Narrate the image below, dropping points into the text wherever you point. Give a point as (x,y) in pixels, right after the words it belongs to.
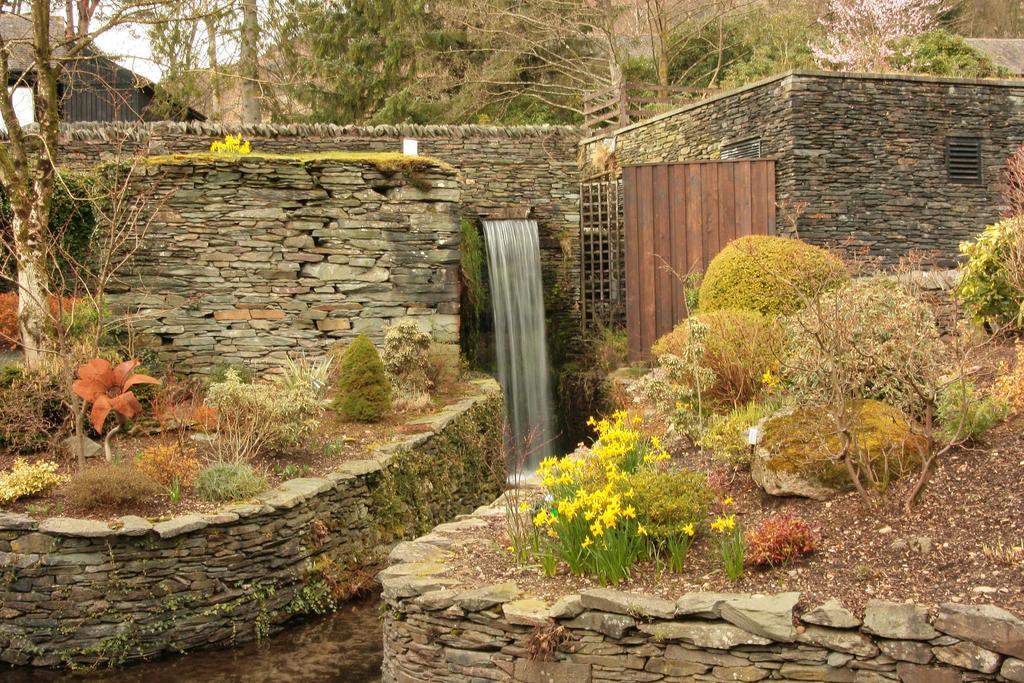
This picture describe about the beautiful view here we can see stone wall (347,282) with small waterfall (526,364). On the right side (760,236) there is a wooden gate (715,179) and some plants (726,554) on the ground (805,558). In front (130,584) bottom left side we can see small stone wall (142,589). In the background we can see many trees (791,56).
